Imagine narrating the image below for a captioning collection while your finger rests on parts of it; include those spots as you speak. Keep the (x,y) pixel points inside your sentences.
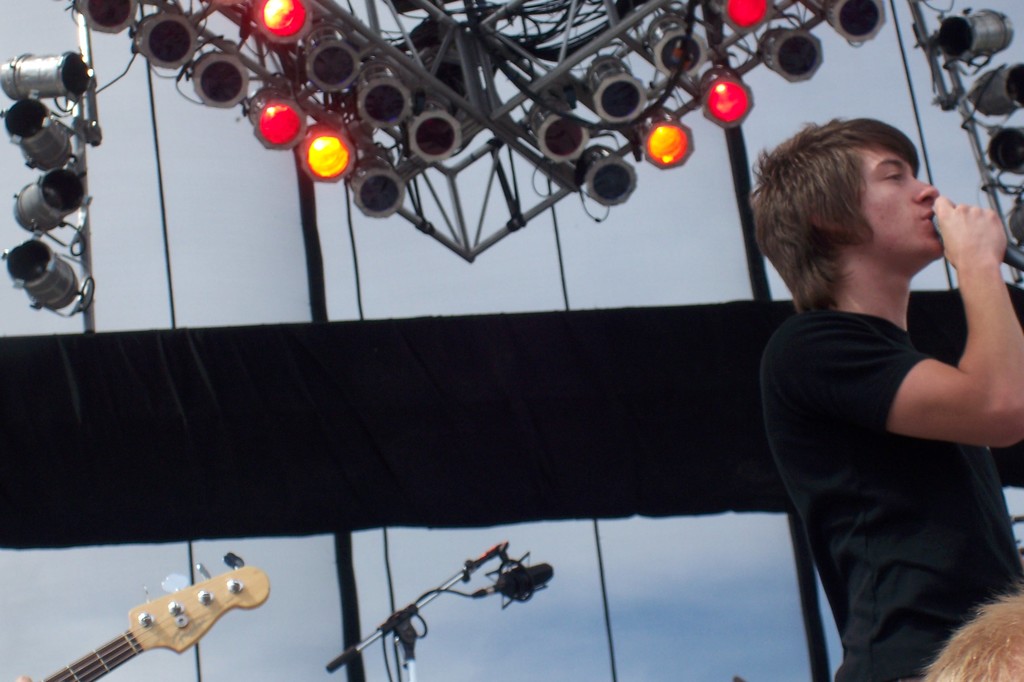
In this picture there is a man (856,547) standing and holding a microphone (1006,250) and singing. from the left there is a guitar (141,646), a microphone (517,587) and its stand (404,656). To the top of the image (268,120) there are spotlights (263,107). In the background (515,350) there is wall (473,449).
